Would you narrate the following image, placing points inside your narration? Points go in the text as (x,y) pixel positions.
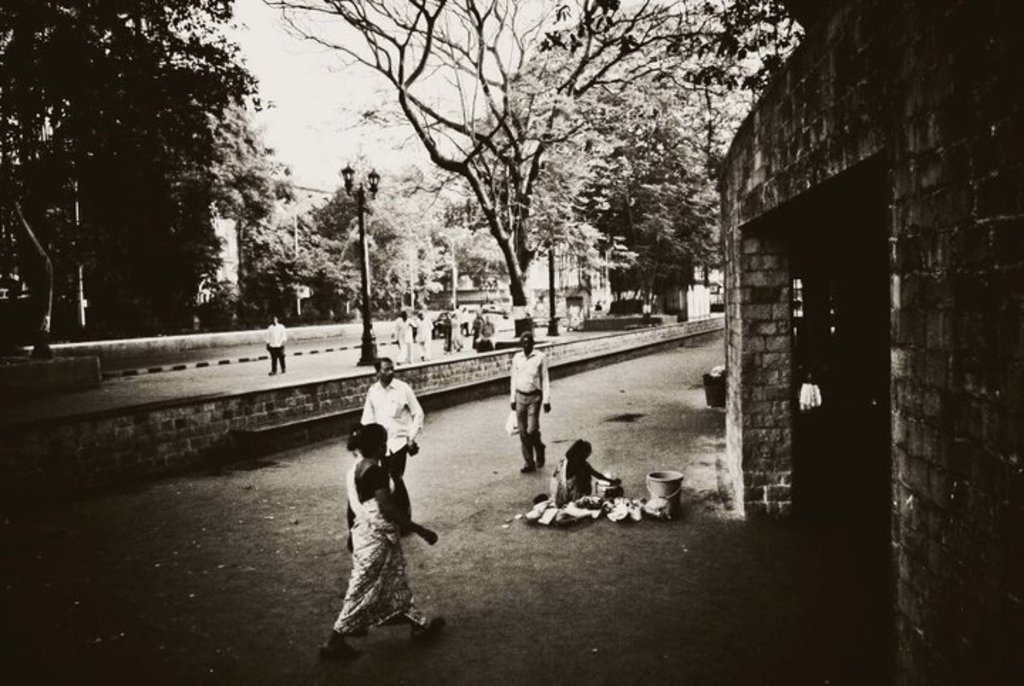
There are persons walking on the road (463,618) and there is a person (555,497) near vessels (674,500). On the right side (998,559), there is a building (773,278). In the background (528,249), there are persons (489,322) on the road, there are trees (419,263) and there is sky (277,78).
